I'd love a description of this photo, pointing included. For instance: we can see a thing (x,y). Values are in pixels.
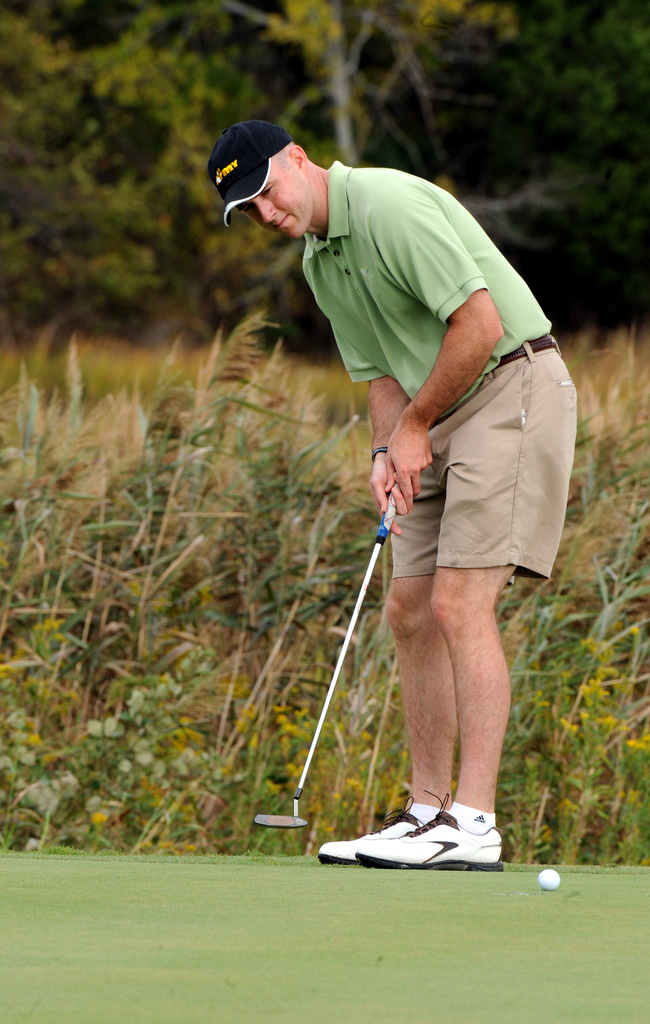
In this picture there is a man (429,250) on the right side of the image (442,711), by holding a golf stick (272,825) in his hand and there is a ball (553,877) on the floor (553,892) and there is greenery (197,683) in the background area of the image (197,683).
